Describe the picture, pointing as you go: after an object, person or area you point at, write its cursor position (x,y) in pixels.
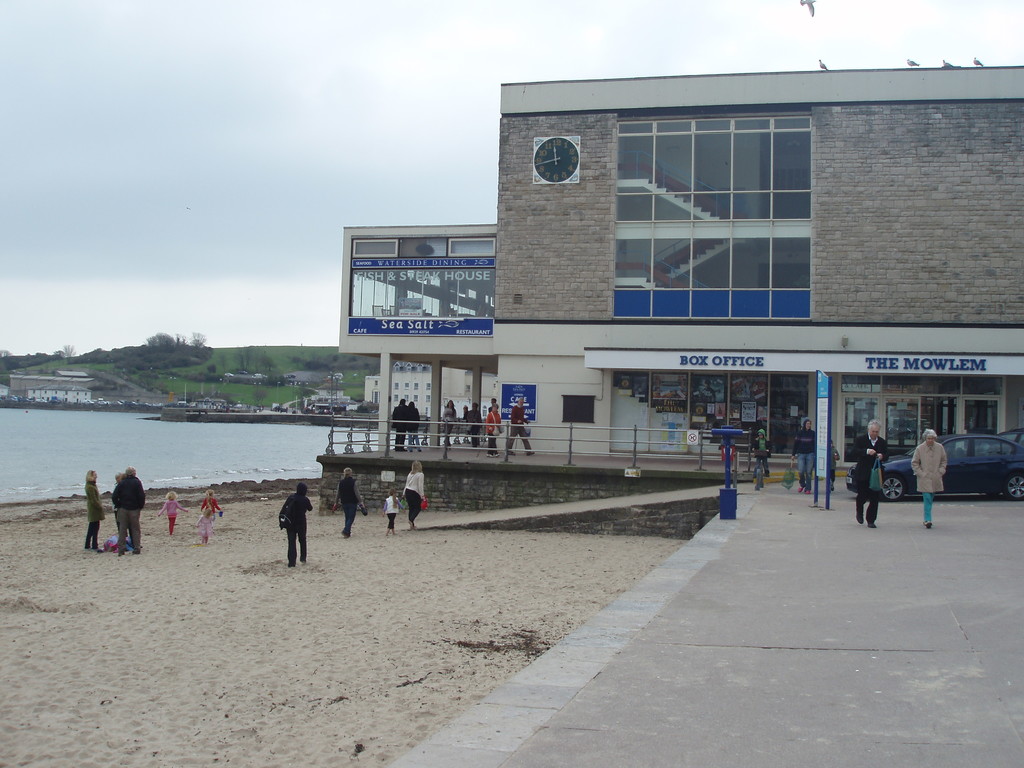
In this picture I can observe a building (602,404) in the middle of the picture (487,346). On the left side (117,506) I can observe some people (126,516) walking on the land (265,500). On the right side (907,461) I can observe a car (962,466). On the left side (142,431) there is a lake (145,436). In the background (210,287) there is sky (259,123).
